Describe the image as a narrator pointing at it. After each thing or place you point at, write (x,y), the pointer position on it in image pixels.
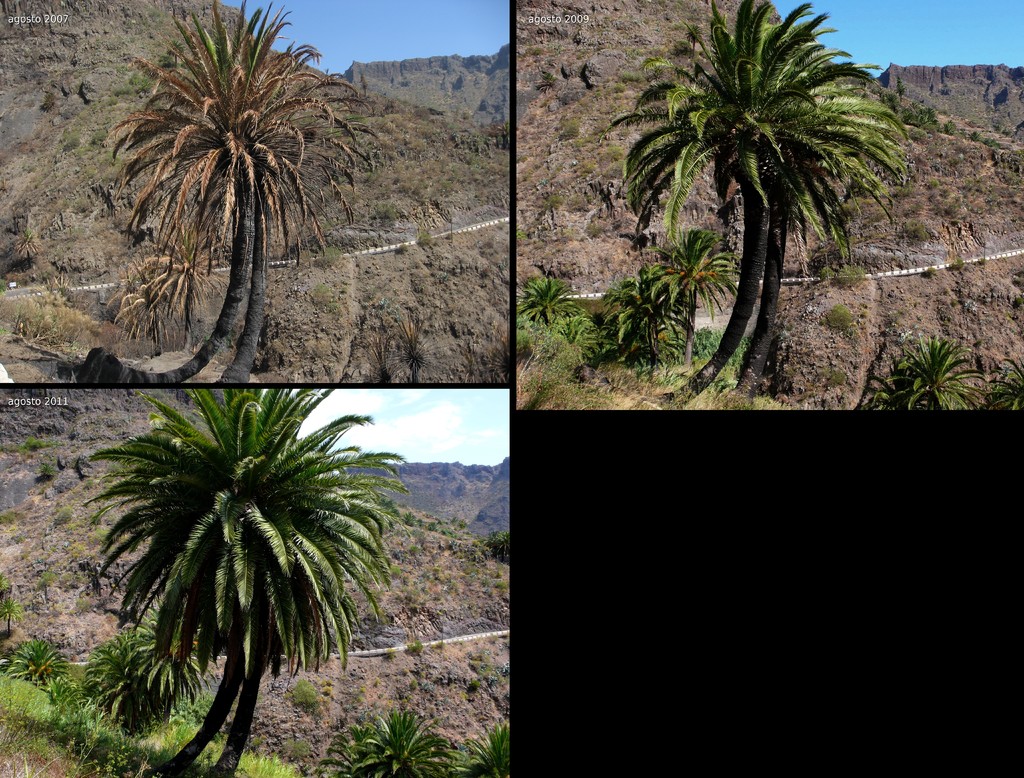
In this image there is a collage, there is the sky (393,439), there are clouds (438,409) in the sky (407,436), there are mountains (274,238), there are trees (233,171), there is text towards the top of the image (62,17), there are plants (86,732) towards the bottom of the image (79,752), the bottom of the image (778,666) is dark.
